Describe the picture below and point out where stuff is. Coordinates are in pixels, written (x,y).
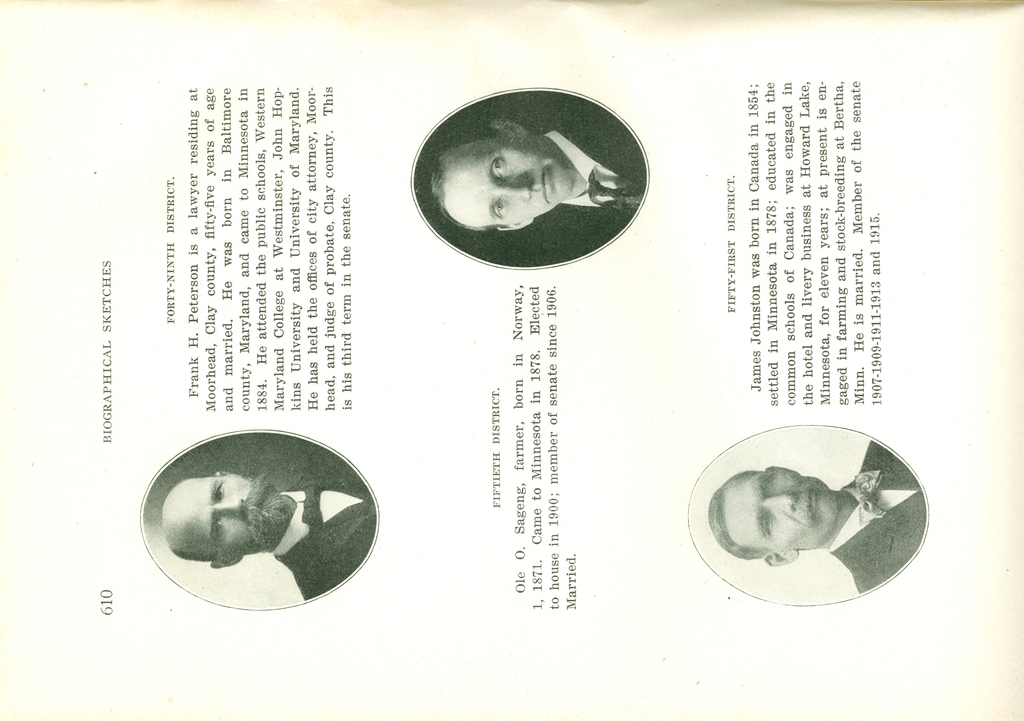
In the picture I can see a paper (340,671) on which I can see photographs (601,155) of three persons (780,491) and I can see some printed text (304,264).
